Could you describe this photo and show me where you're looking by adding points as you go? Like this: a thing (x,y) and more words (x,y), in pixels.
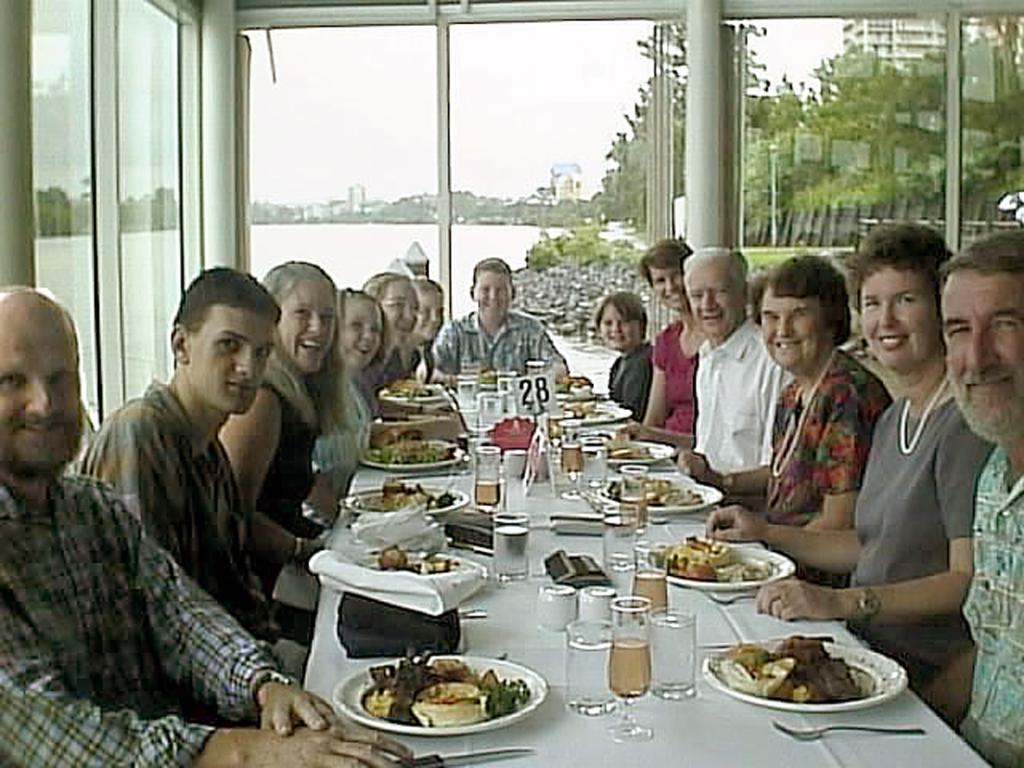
In this image, we can see persons (783,365) wearing clothes (182,560) and sitting in front of the table (561,689). This table (671,712) contains glasses (690,658) and plates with some food (468,721). There is a sky (525,158) at the top of the image (541,89).
